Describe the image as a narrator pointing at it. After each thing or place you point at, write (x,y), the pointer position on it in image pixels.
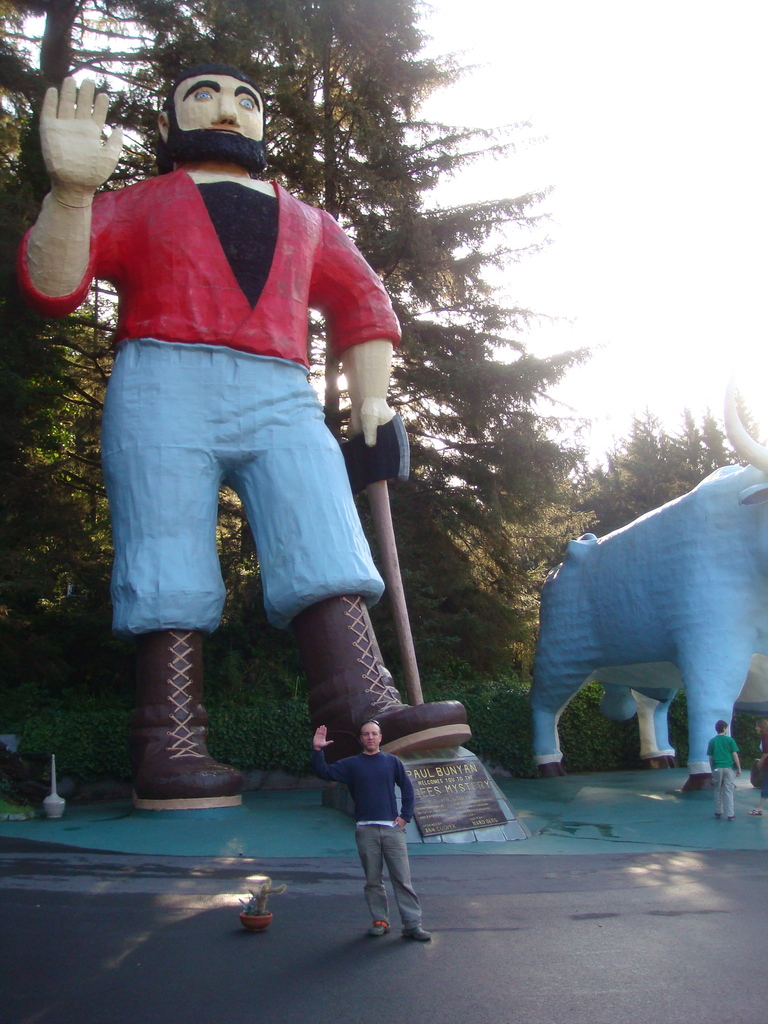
In this image there is a statue (267,400) of a person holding a weapon (409,468) and there is a statue (602,582) of a bull (539,718), there are three people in front of the statues (345,735), a flower pot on the road (225,874), few plants (260,767), trees (494,395) and the sky (628,197).
